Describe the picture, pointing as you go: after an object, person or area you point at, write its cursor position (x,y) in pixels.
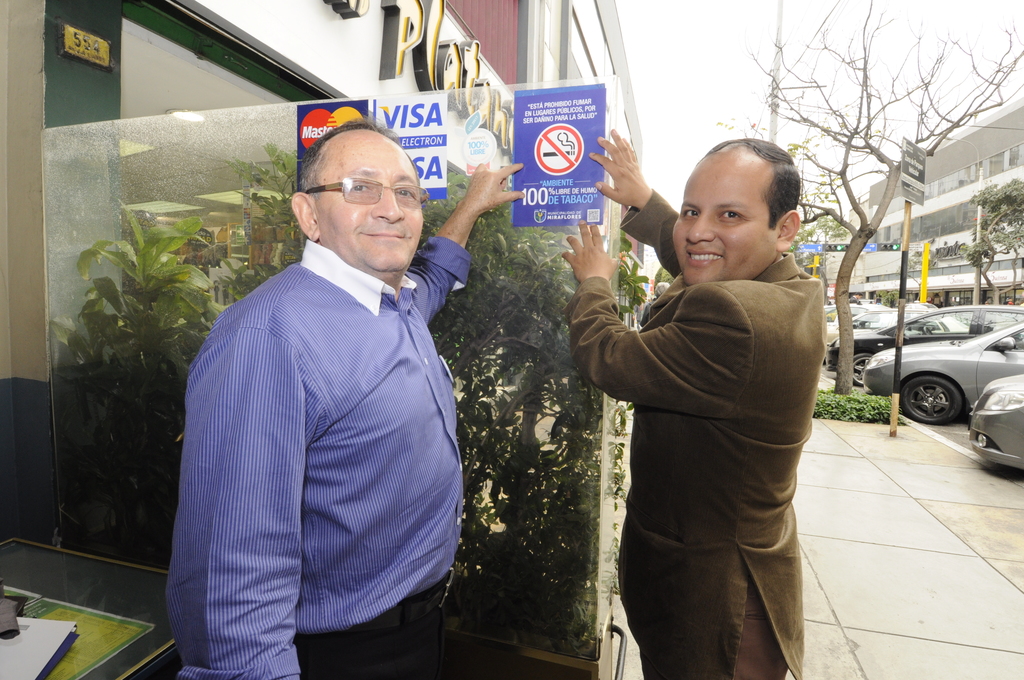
In this image we can see this person (259,601) wearing blue shirt (250,390) and spectacles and this person (778,530) wearing blazer (793,513) are smiling and standing on the road (929,576). Here we can see the table (162,597) on which we can see few objects (140,626) are kept, here we can see the glass door (113,216) on which we can see posters (548,123), we can see plants (524,379), buildings (546,24), trees (816,87), boards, cars (883,312) parked here and the sky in the background (751,5).
